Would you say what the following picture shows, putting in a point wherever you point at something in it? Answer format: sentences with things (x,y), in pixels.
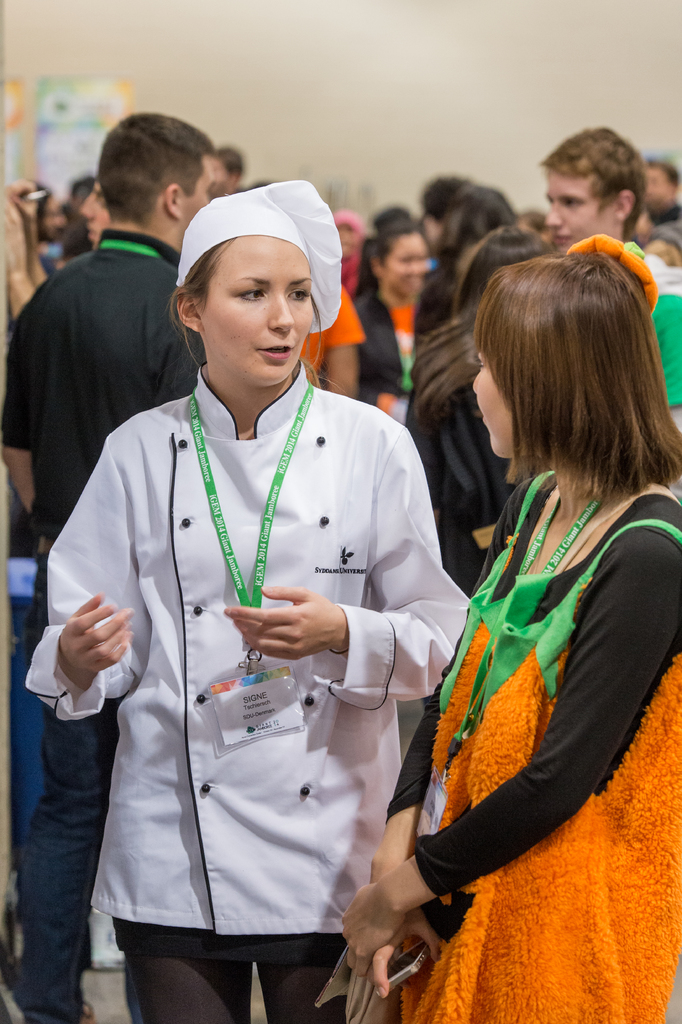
In the picture we can see two women (212,489) are standing and talking and they are in green color tags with Id cards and behind them, we can see many people (426,420) are standing and talking to each other and in the background (341,139) we can see the wall (149,97) with a poster (92,167) to it.
